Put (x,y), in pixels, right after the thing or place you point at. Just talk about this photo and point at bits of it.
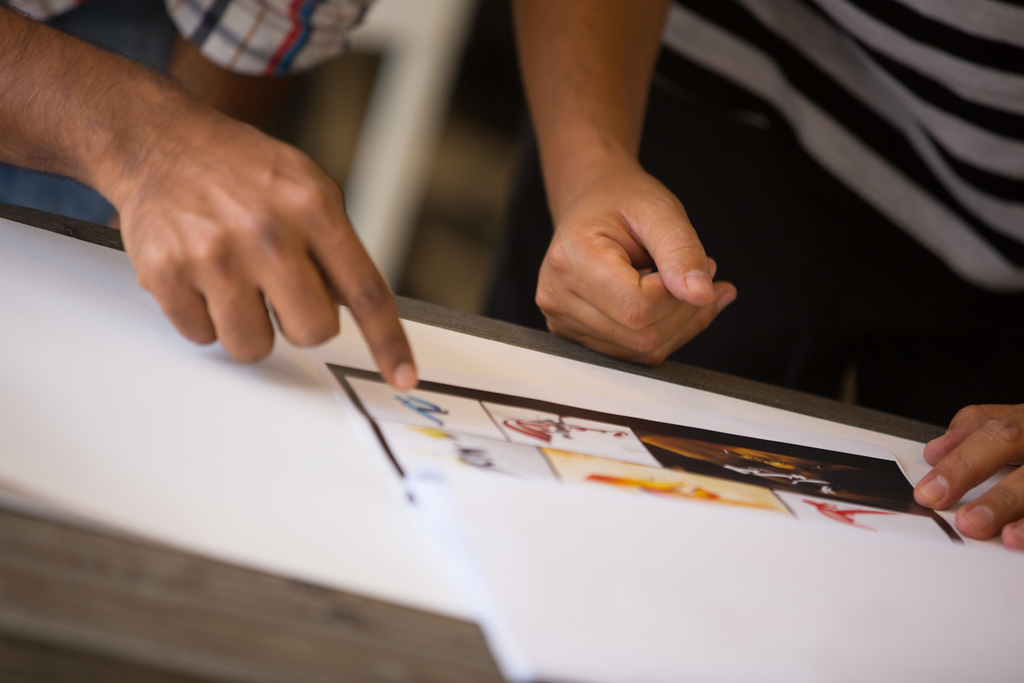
This image consists of two persons (980,74) standing. In the front (71,356), there is a table (28,568) on which there are papers (635,572). The background (393,119) is blurred.
